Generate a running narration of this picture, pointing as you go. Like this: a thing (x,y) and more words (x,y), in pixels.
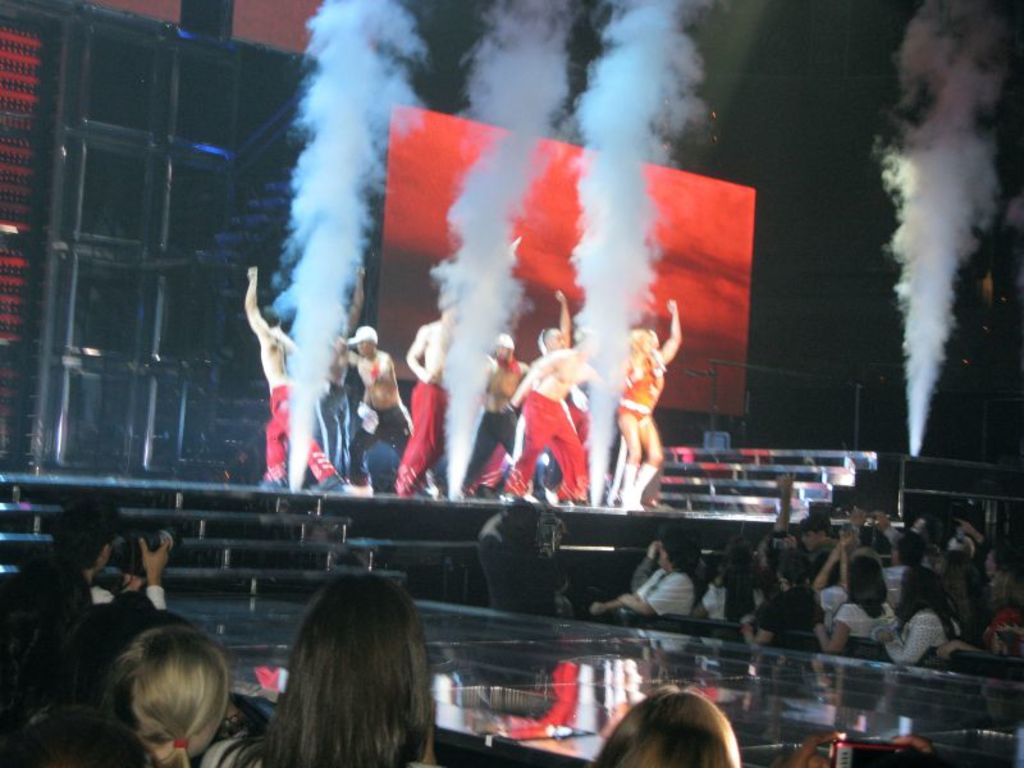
There are few people (432,403) performing on the stage (447,510). There are steps (757,464) near the stage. In front of the stage (684,528) there are many people (171,632) sitting. Also there is smoke (489,219) on the stage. In the back (543,205) there is a wall (403,157).
